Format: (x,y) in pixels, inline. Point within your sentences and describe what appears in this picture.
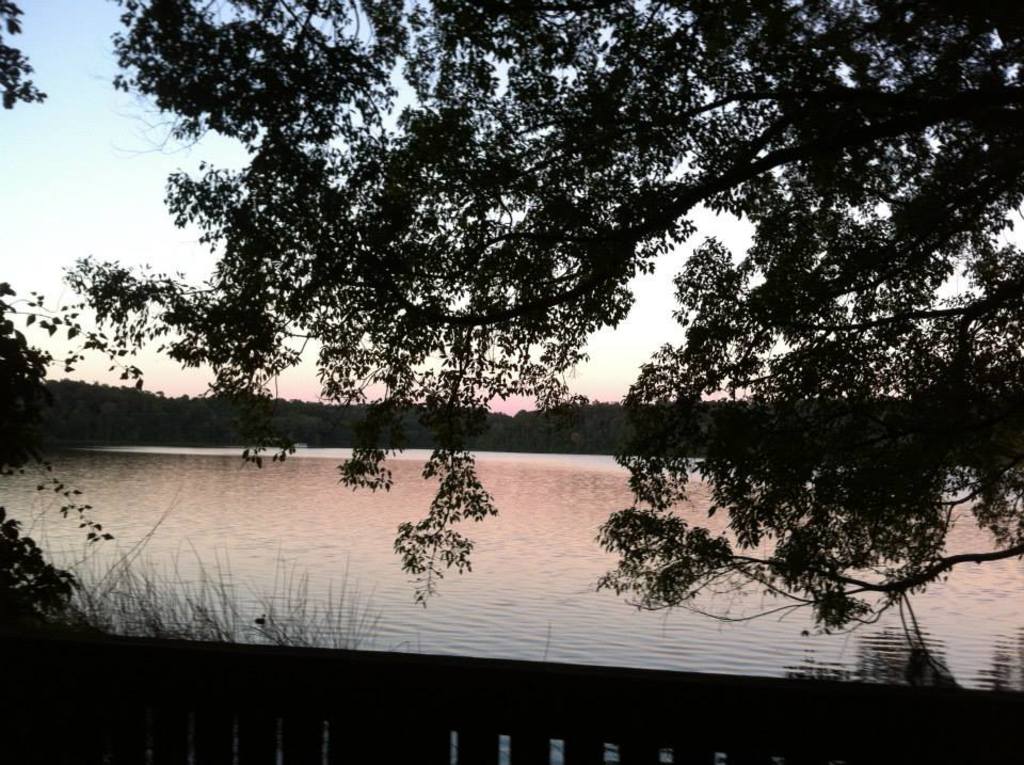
In this image we can see some trees (234,315), grass (230,561), fencing (349,699), also we can see the river (347,605), and the sky (95,154).
